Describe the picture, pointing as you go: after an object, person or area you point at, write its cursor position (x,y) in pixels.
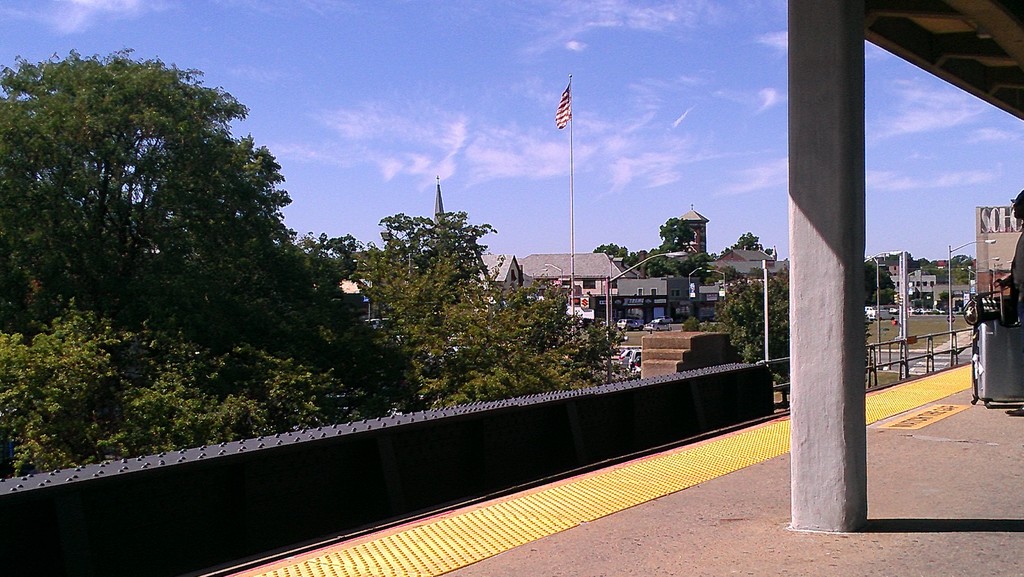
In this image I can see trees (332,351), fence (787,408), pillars (832,409), houses (596,277), buildings (669,308), flag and fleets of vehicles (624,327) on the road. At the top (360,77) I can see the blue sky (482,93). This image is taken may be during a day.
